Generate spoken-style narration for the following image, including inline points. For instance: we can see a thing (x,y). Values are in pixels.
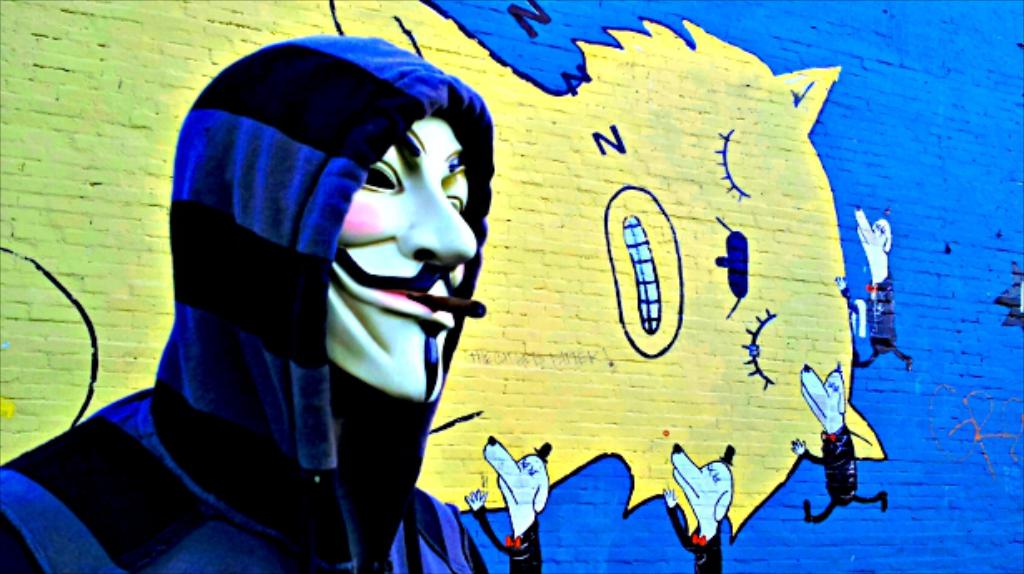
In this image we can see a person (295,273) wearing a mask (359,318), also we can see some paintings (702,236) of animals (889,322) on the wall (852,279).
